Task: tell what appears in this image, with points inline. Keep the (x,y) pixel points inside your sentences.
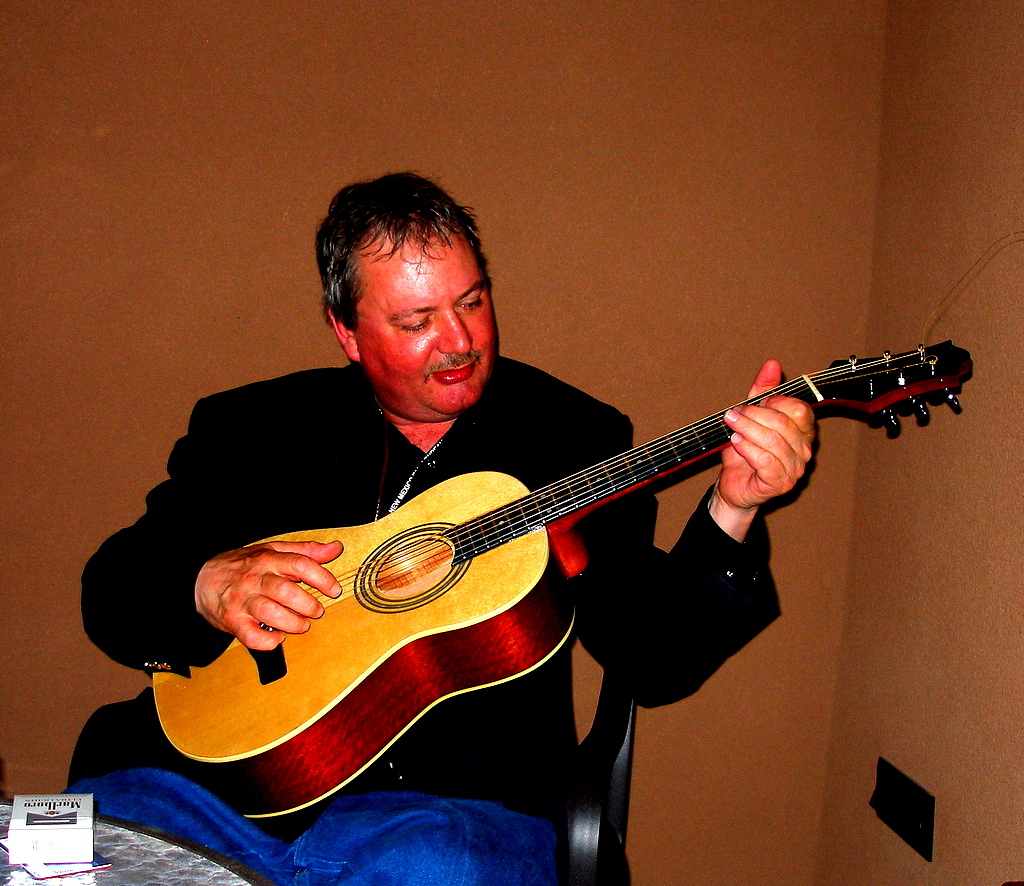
This person (428,253) is sitting on a chair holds a guitar (455,520). In-front of this person (247,619) there is a table (102,847). This person (456,396) wore black jacket (261,478).
